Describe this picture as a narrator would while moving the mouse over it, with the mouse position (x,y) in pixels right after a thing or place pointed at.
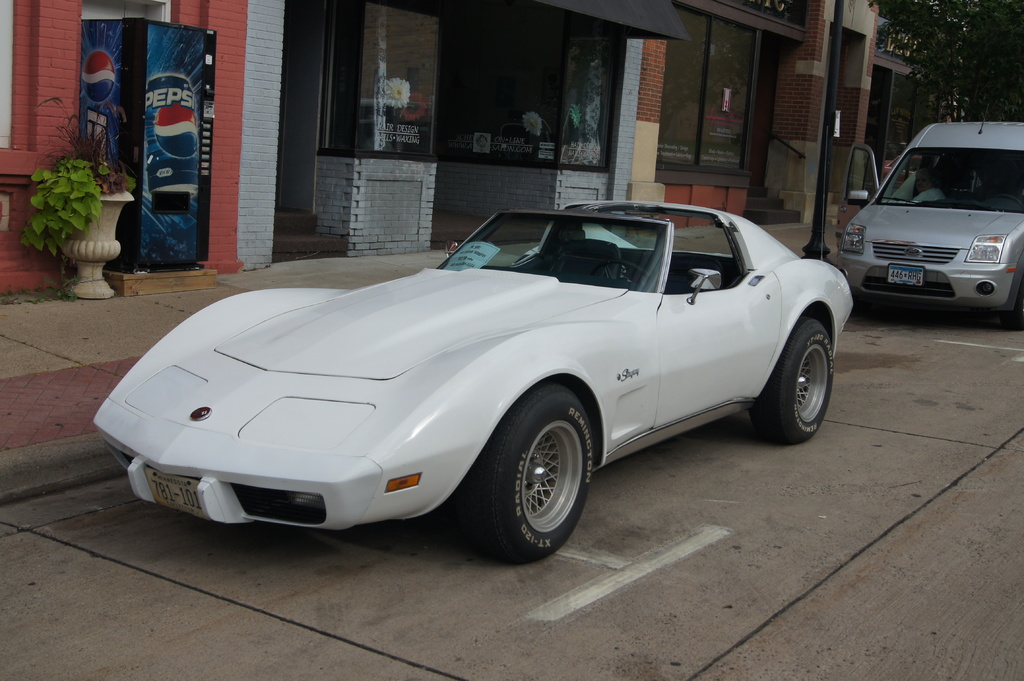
In this image we can see vehicles (569,457) on the road (561,576), beside that there are buildings (72,23), refrigerator (133,106), flower pot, trees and a pole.
